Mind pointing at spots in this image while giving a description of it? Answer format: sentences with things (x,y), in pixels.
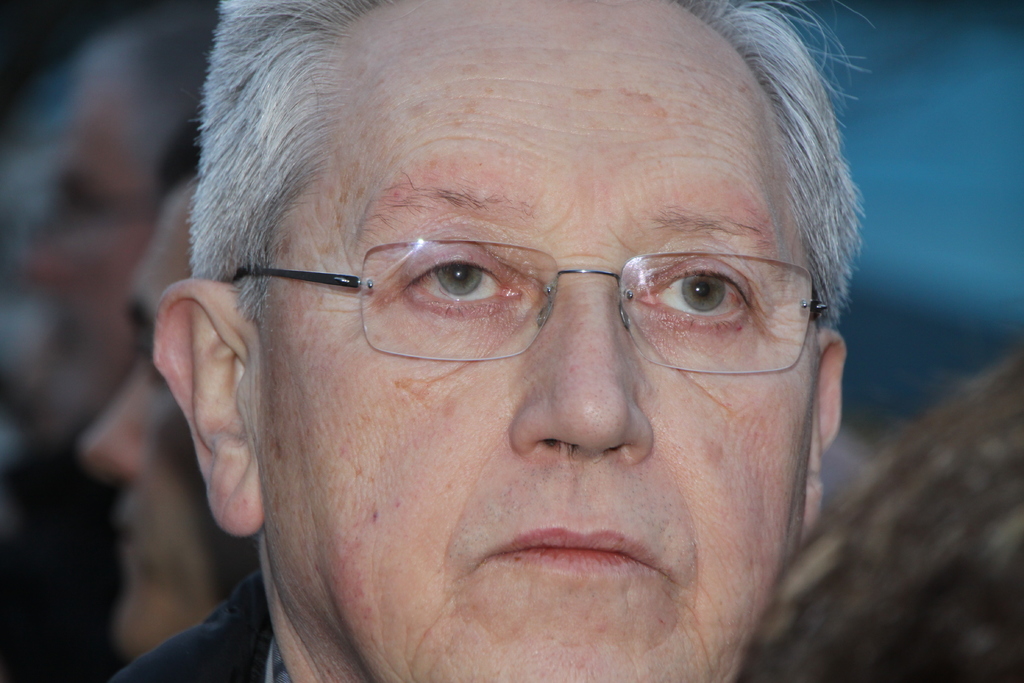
In this image we can see a man (440,366) with a specs (510,316). In the background (103,199) there are few people (82,222) and it is blurry.
